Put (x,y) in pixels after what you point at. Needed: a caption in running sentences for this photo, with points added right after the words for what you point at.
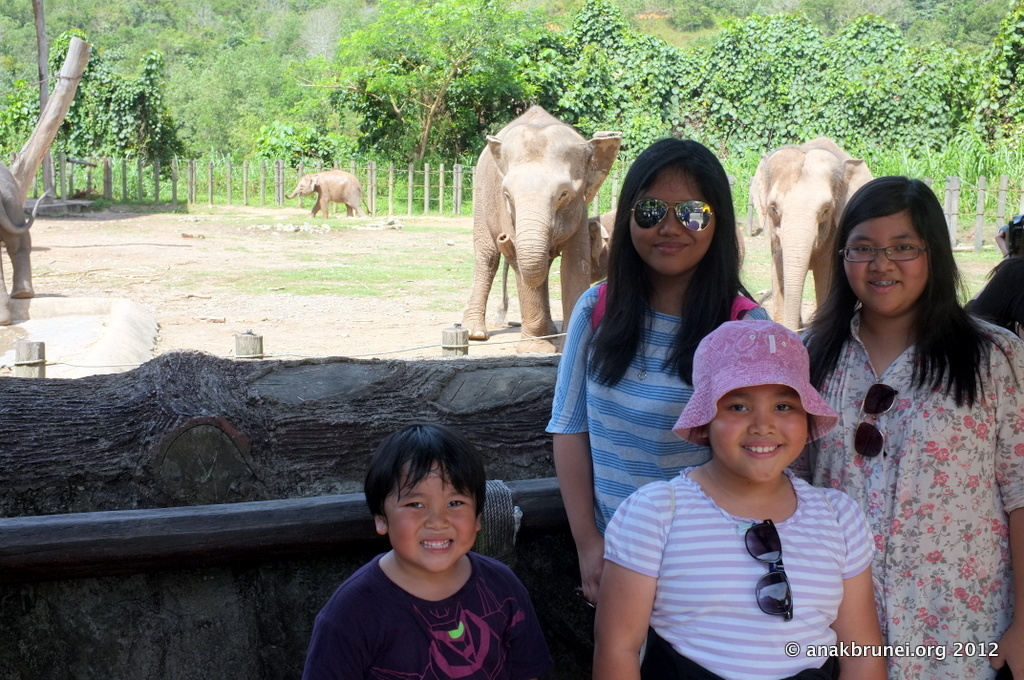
In the picture I can see people (665,497) are standing on the ground (371,328) and smiling. In the background (592,204) I can see elephants (584,220) on the ground (438,281), trees (615,127), fence (281,174), plants (581,117) and some other objects (312,445).
